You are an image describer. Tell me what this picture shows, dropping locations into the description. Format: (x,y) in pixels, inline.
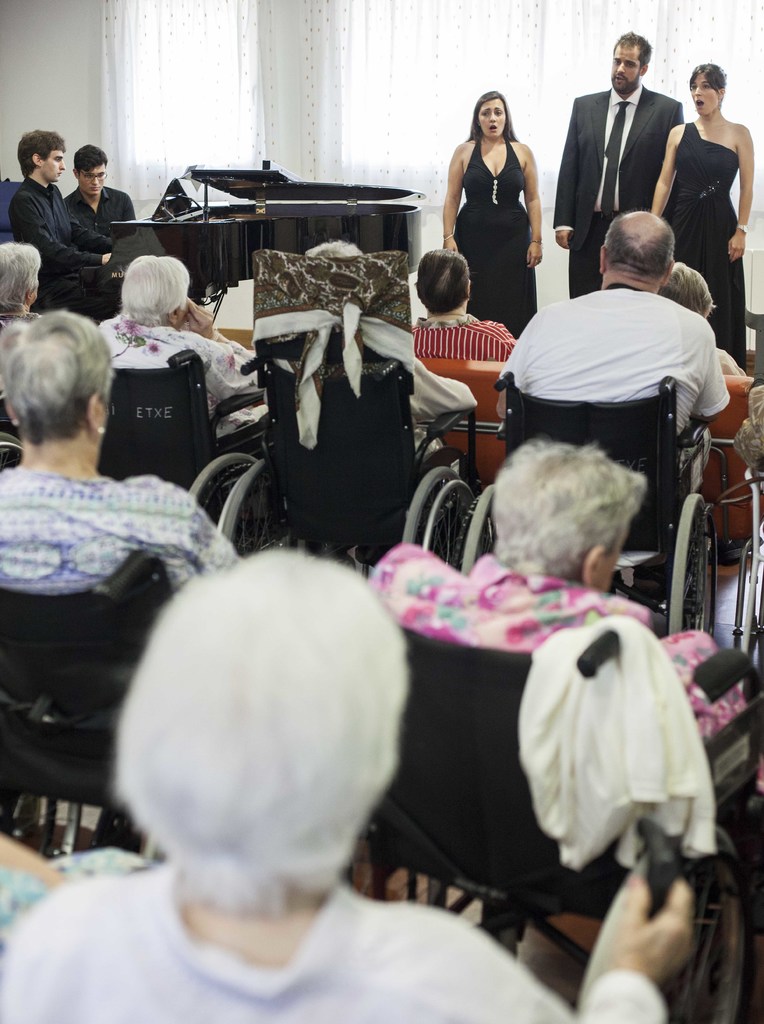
In this image we can see the people (4,878) sitting on the wheel chairs (511,859) which are on the floor (591,931). In the background (115,217) we can see two persons (115,217) sitting and we can also see three people (596,158) standing. We can also see the piano (261,201), wall (36,3) and also the curtain (346,39).
